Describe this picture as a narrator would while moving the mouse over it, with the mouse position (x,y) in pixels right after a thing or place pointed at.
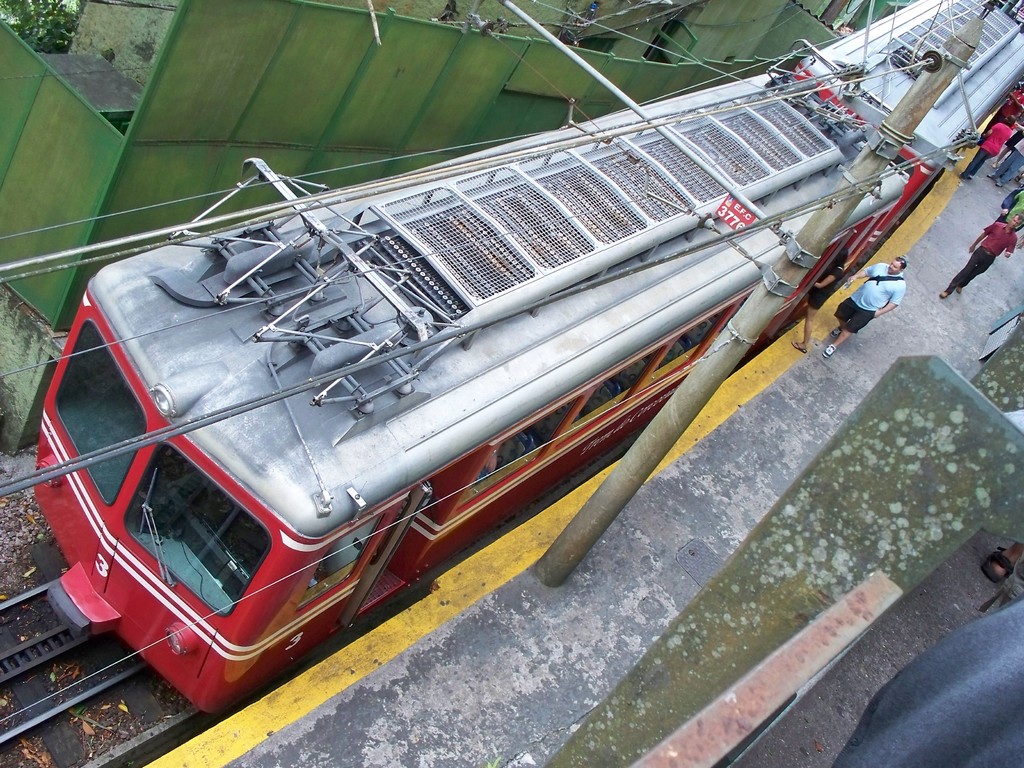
In this image I can see a train (240,531) on the railway track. There are people (858,293) on the platform (693,471), there are cables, there is a pole (660,426), a building (268,68) and in the bottom right corner (792,650) there is a metal object (794,600).
